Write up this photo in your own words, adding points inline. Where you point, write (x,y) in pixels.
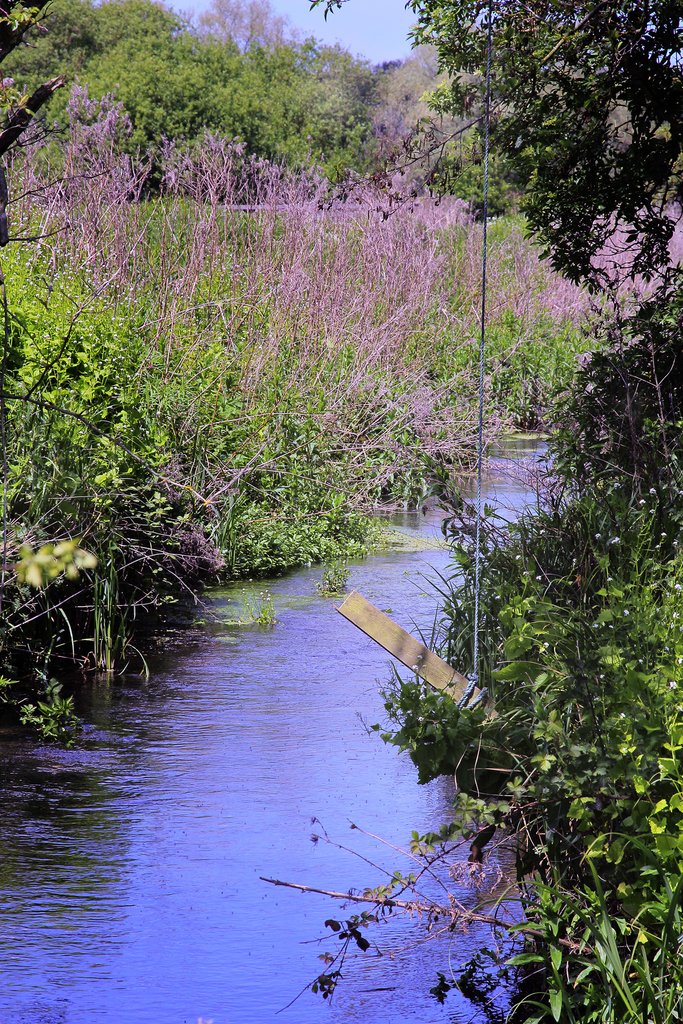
In this picture we can see water (370,566), trees (3,83) and a wooden stick (478,691) tied with a rope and in the background (382,39) we can see sky (368,39).
